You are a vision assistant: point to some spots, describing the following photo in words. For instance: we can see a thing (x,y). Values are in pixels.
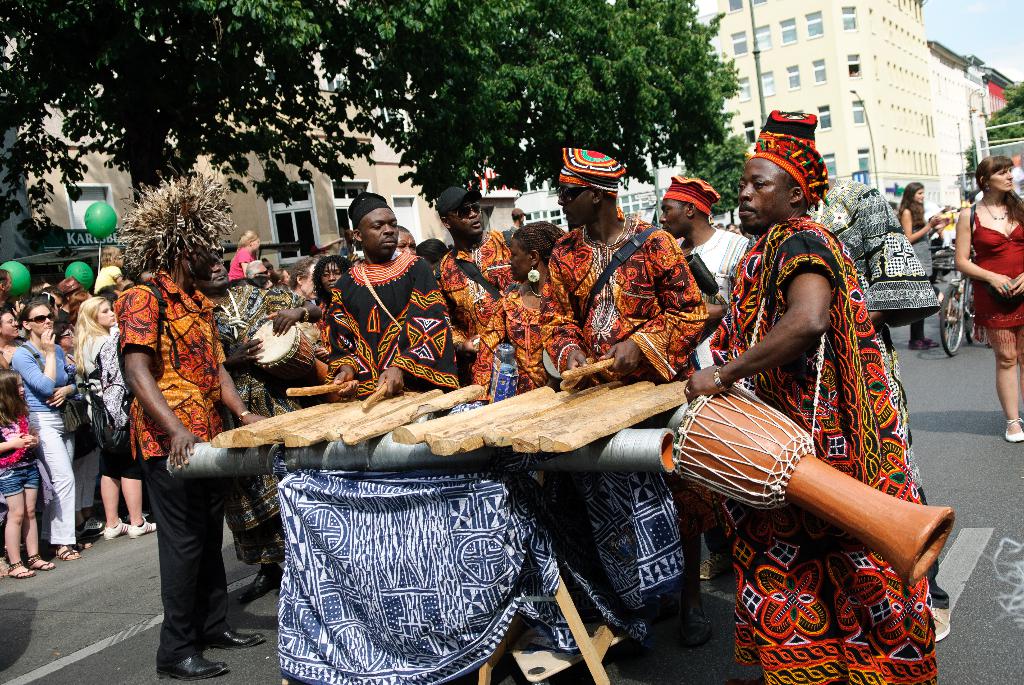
In this picture we can see some persons (692,491) standing on the road (988,641). These are the balloons (16,283). On the background (806,95) we can see some buildings (231,193). These are the trees (532,68). And there is a sky (968,39).
